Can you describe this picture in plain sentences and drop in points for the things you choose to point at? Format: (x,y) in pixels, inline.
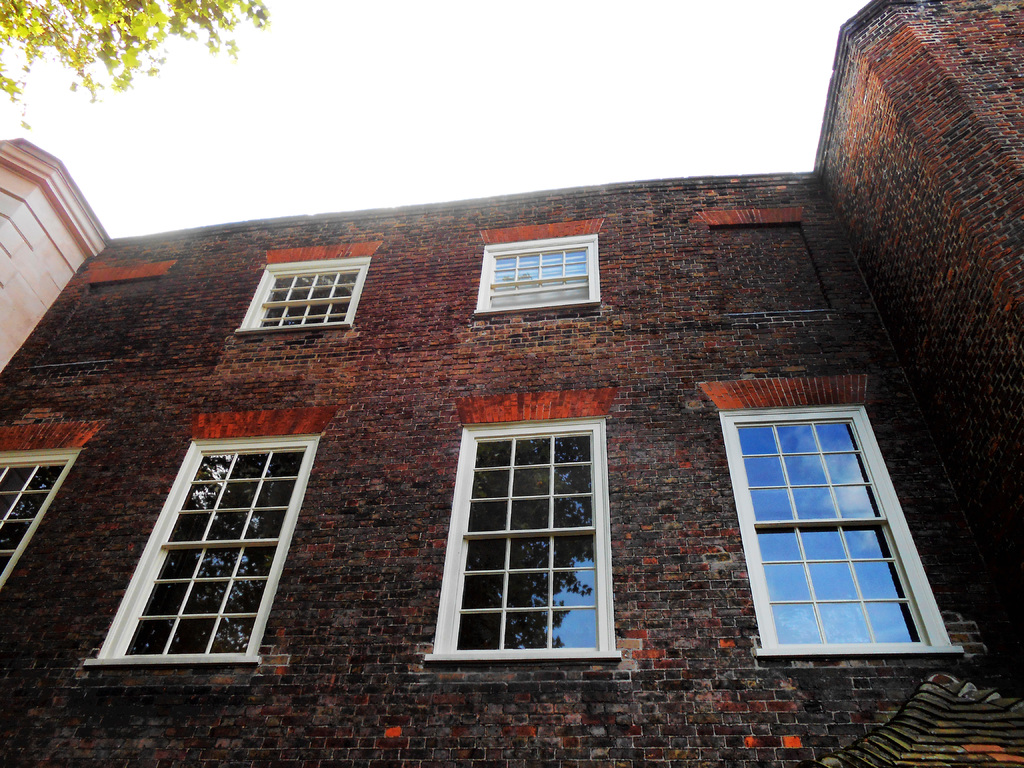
In this image there is a building (406,361) in the bottom of this image (492,554) as we can see there are some windows (291,532) in middle of this building (518,489). There is a sky (456,102) on the top of this image (496,118) and there are some leaves (156,19) on the top left side of this image (112,49).
